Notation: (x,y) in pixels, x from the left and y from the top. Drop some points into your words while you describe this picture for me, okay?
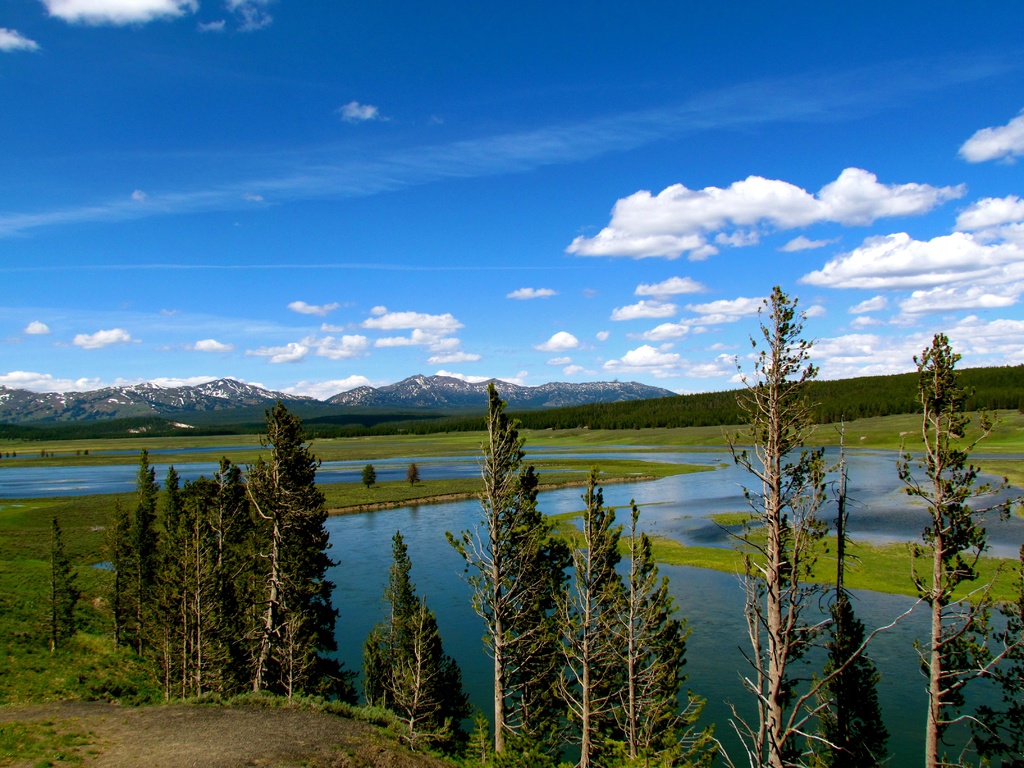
In this picture we can see there are trees (271,573), grass (88,602), water (442,558), hills (291,394) and the sky (547,199).
